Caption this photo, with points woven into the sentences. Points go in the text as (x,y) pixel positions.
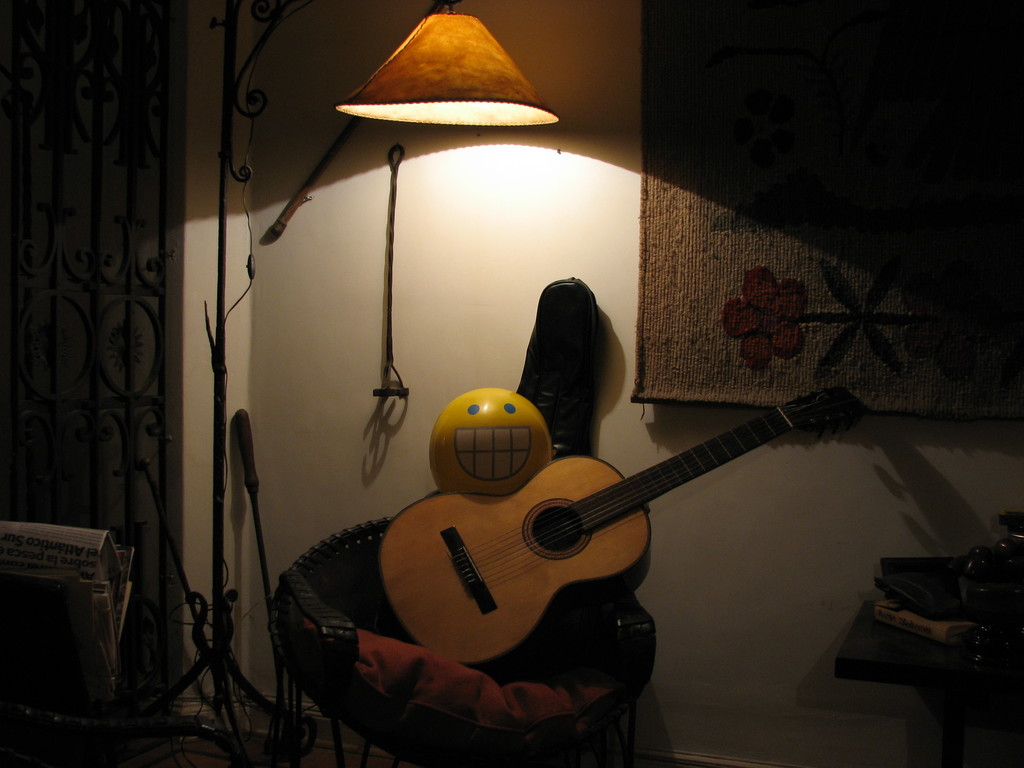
In this image I can see a guitar (525,494) and some of the objects (344,596) and there is also a lamp (438,69).
